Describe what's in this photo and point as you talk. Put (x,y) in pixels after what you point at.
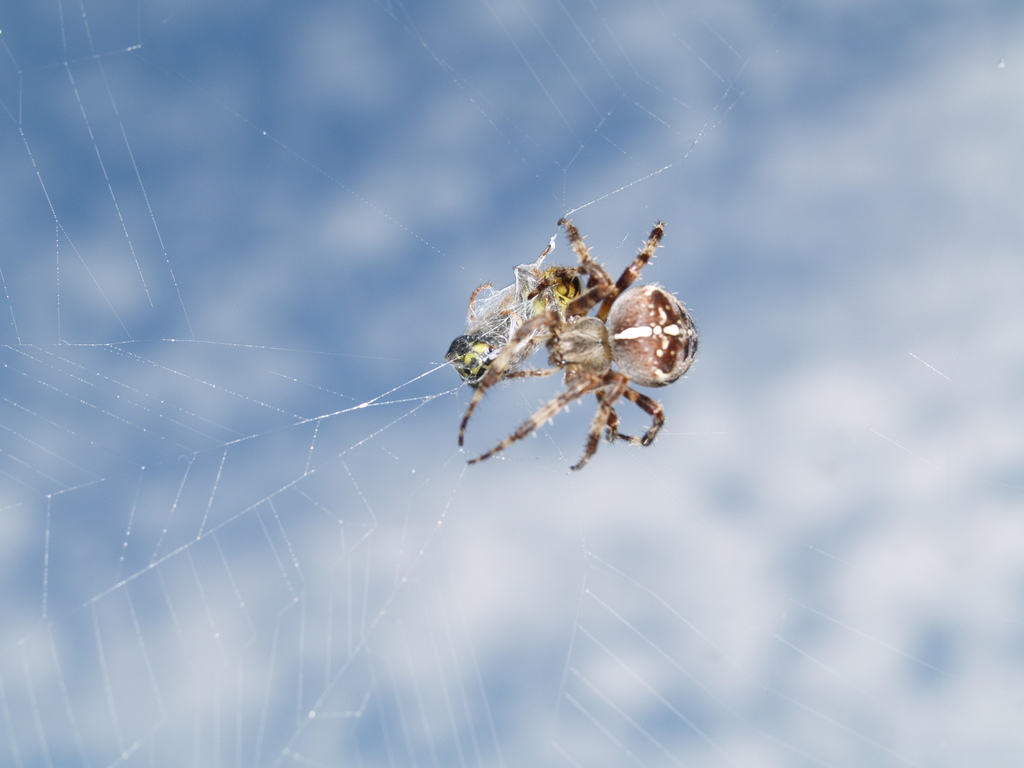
In this picture, it seems like a spider (656,337) on the web (135,256).
